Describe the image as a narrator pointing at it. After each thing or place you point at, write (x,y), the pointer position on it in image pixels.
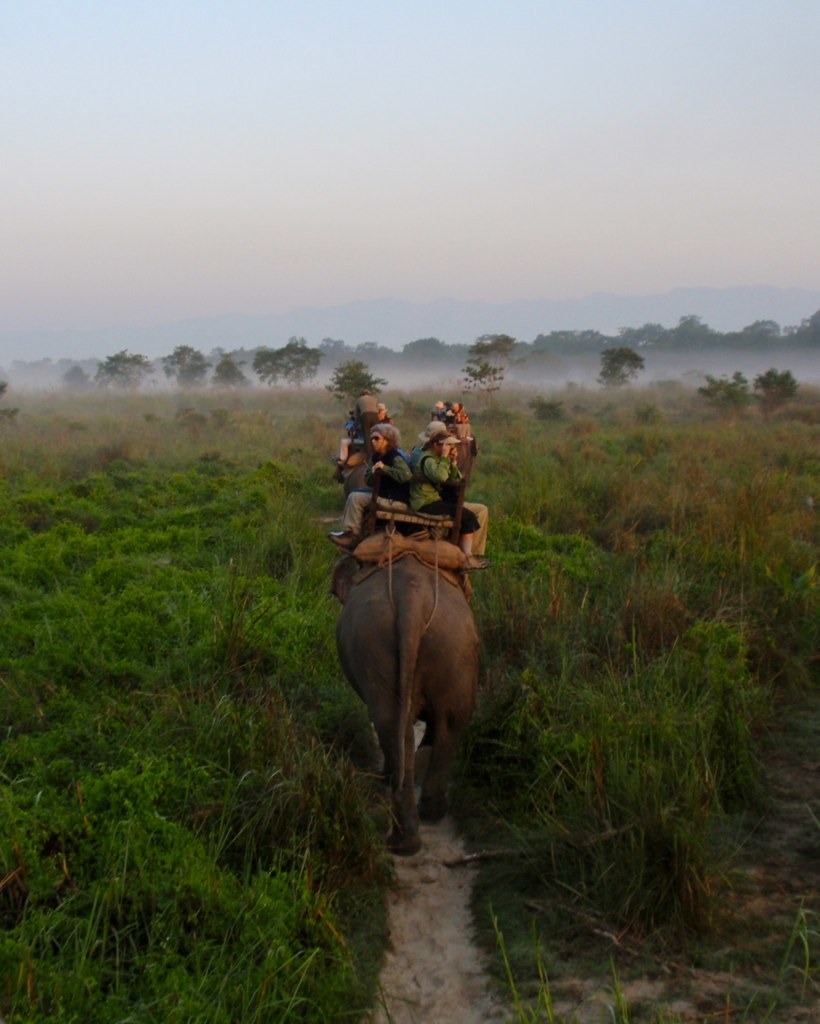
At the center of the image (382,504) there are few people (407,467) sat on the elephant (409,679), in front of this elephant (398,577) there are few other people (444,419) sat on the other two elephants (348,473). On the right (734,545) and left side of the image (217,743) there is a grass (661,520). In the background (117,369) there are trees (283,351) and a sky (200,248).
